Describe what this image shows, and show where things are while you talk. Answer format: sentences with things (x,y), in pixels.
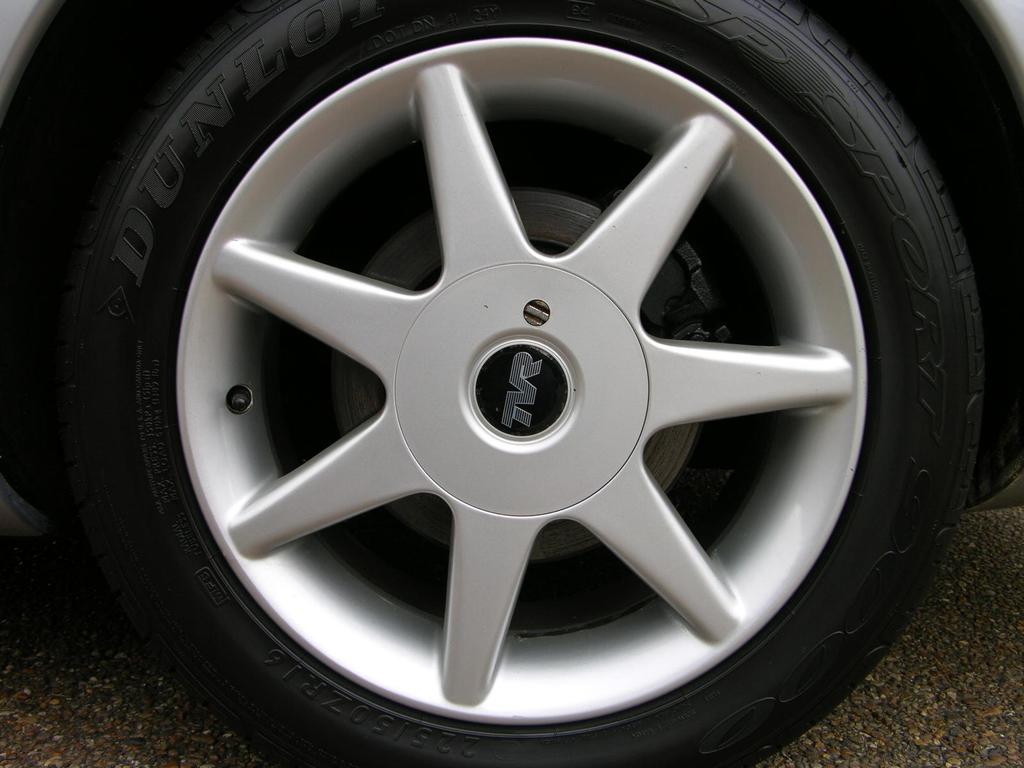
In the picture we can see a car tire (896,250) with a rim (657,538) which is gray in color and the tire (893,499) is black in color it is on the path (852,715).
